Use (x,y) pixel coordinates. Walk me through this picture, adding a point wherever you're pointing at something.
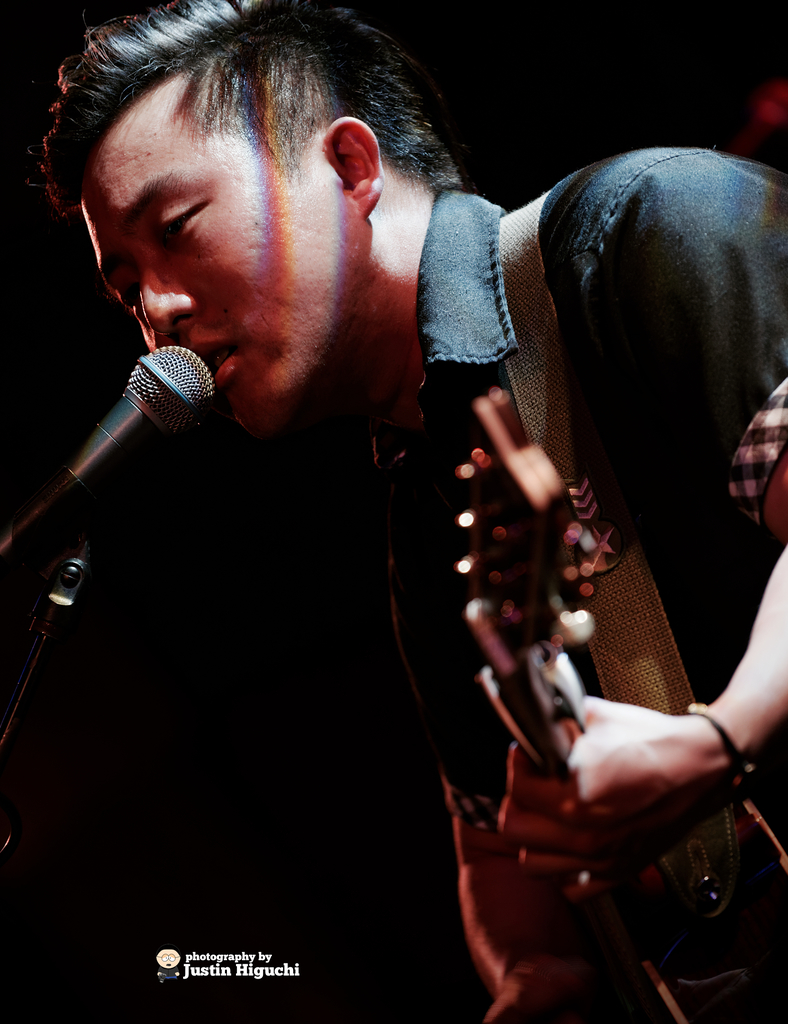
In the picture we can see a man (721,993) holding a guitar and singing a song in the microphone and behind him we can see dark.
